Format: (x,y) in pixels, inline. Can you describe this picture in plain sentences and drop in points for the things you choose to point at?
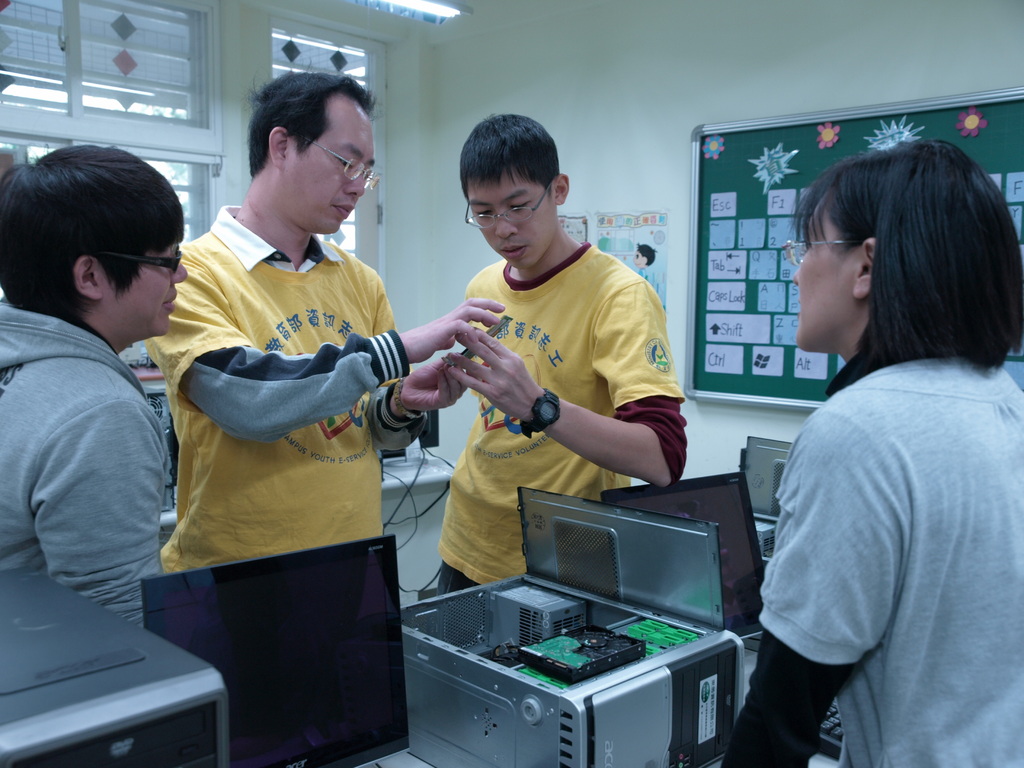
In this image we can see three men (442,377) and one woman (830,496) is standing and two men (282,408) are wearing yellow color t-shirt (513,465) are assembling CPUs (556,598). In front of the woman (925,484) monitors (742,569), and CPU (714,559) are present. The walls (542,112) of the room (716,42) is in white color. On the wall (703,122) one green color board (743,194) is attached.
